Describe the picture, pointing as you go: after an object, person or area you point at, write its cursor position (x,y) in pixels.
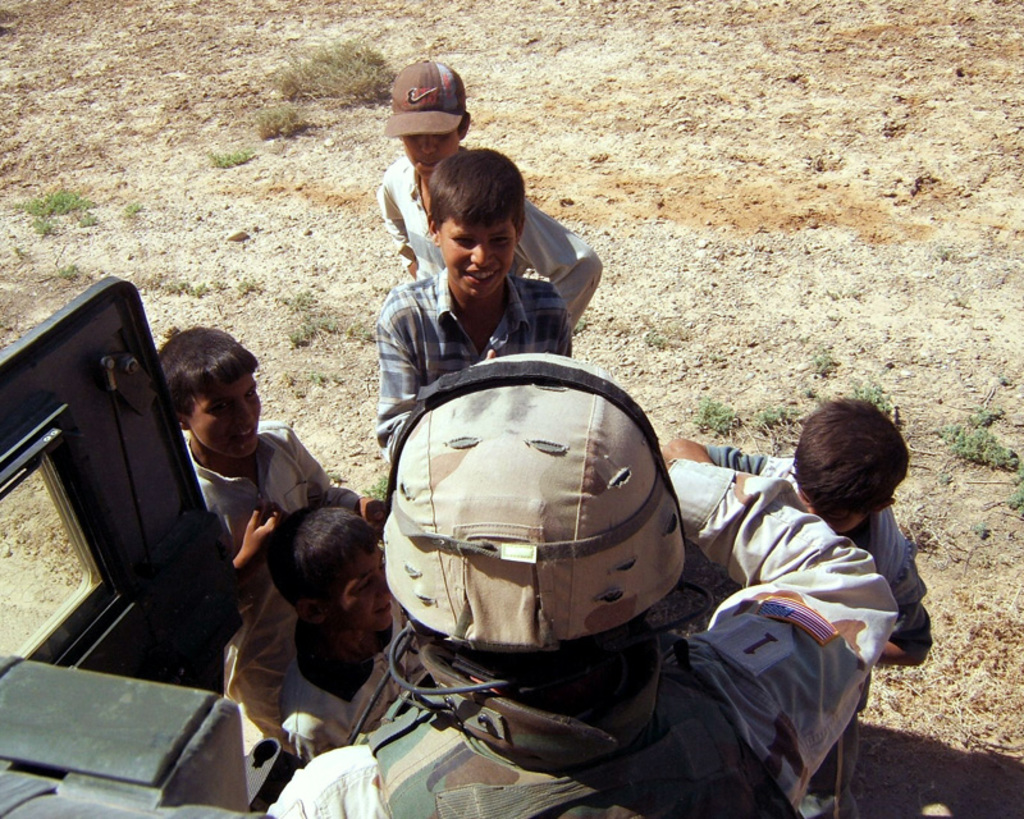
In this image, there are a few people (376,772). We can see the ground (823,227). We can see some grass (385,68). We can also see an object (17,353) on the left (172,730).
